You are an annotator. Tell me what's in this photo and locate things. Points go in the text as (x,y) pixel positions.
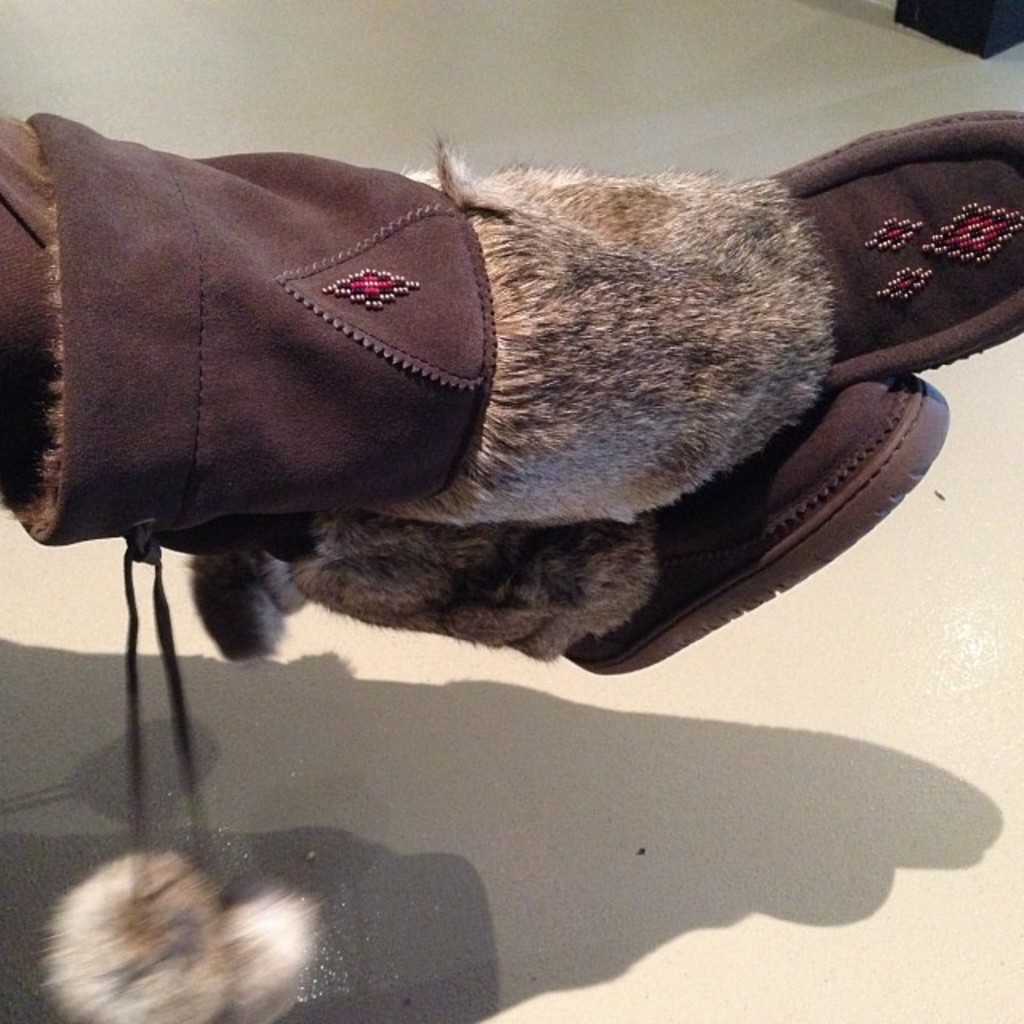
In this image we can see the legs (464,479) of a person (519,471) wearing boots (524,545).
